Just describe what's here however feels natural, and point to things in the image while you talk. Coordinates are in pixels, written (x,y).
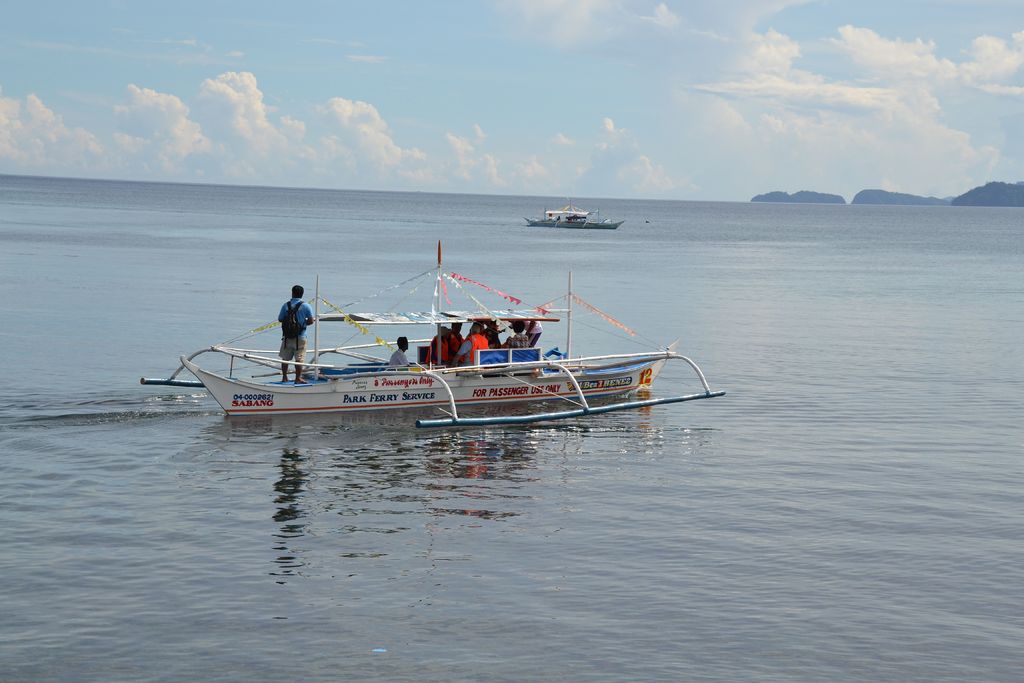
In this picture, we see two ships (524,311) are sailing on the water (436,416). In the middle of the picture (435,357), we see people (405,341) are riding the ship (414,387). At the bottom of the picture (573,528), we see water (752,263) and this water (243,262) might be in the sea (272,479). There are trees (893,194) in the background (882,201). At the top of the picture (471,95), we see the sky (443,103) and the clouds (366,136).
